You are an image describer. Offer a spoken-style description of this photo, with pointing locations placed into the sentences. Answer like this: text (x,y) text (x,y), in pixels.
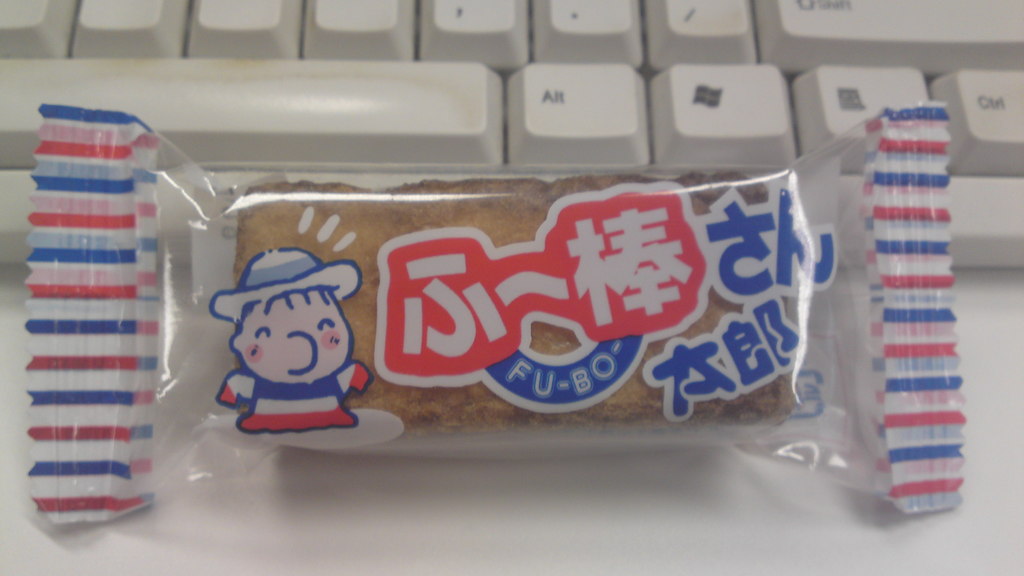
In this image i can see some packet (478,372), in the packet (561,372) there is biscuit (507,284) and in the background (83,81) there is a keyboard (656,106). At the bottom (988,481) it looks like a table (422,536).
